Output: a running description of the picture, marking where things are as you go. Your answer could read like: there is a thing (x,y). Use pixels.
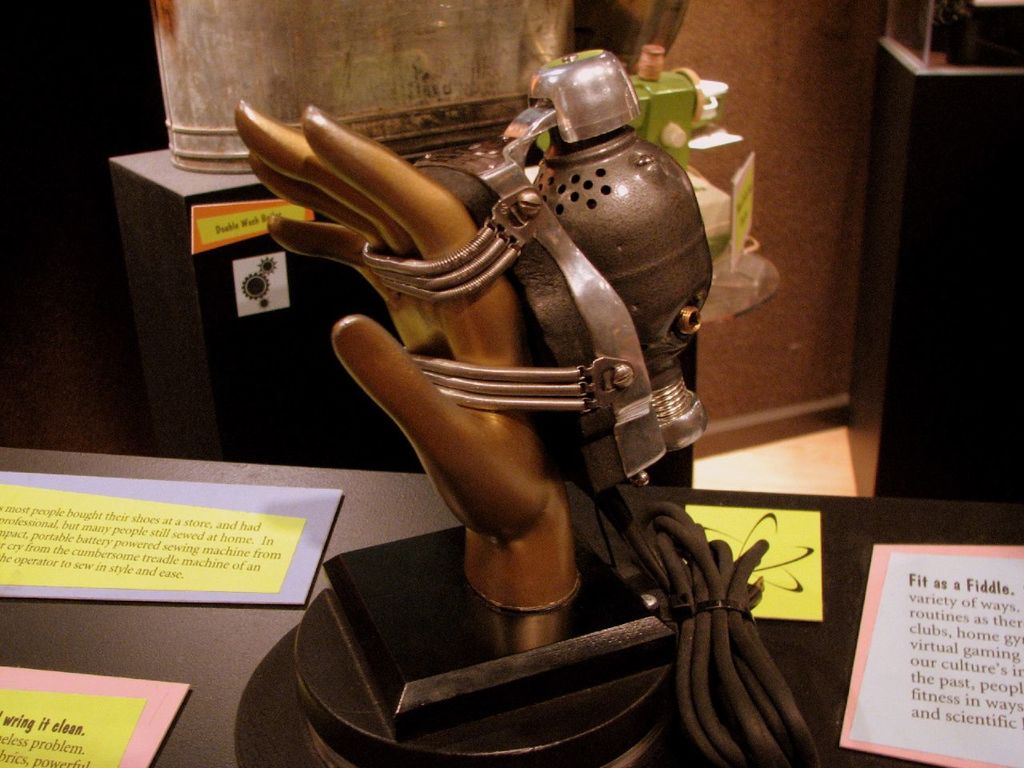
In this image there is a statue (404,356) of a hand (460,235) to it. There is a machine (590,280) which is attached with the belts (475,286). At the bottom (207,617) there is a table (151,647) on which there are boards (111,699). In the background (710,15) there is a wall (787,12) and there is a metal box (222,103) on the desk (163,183).
